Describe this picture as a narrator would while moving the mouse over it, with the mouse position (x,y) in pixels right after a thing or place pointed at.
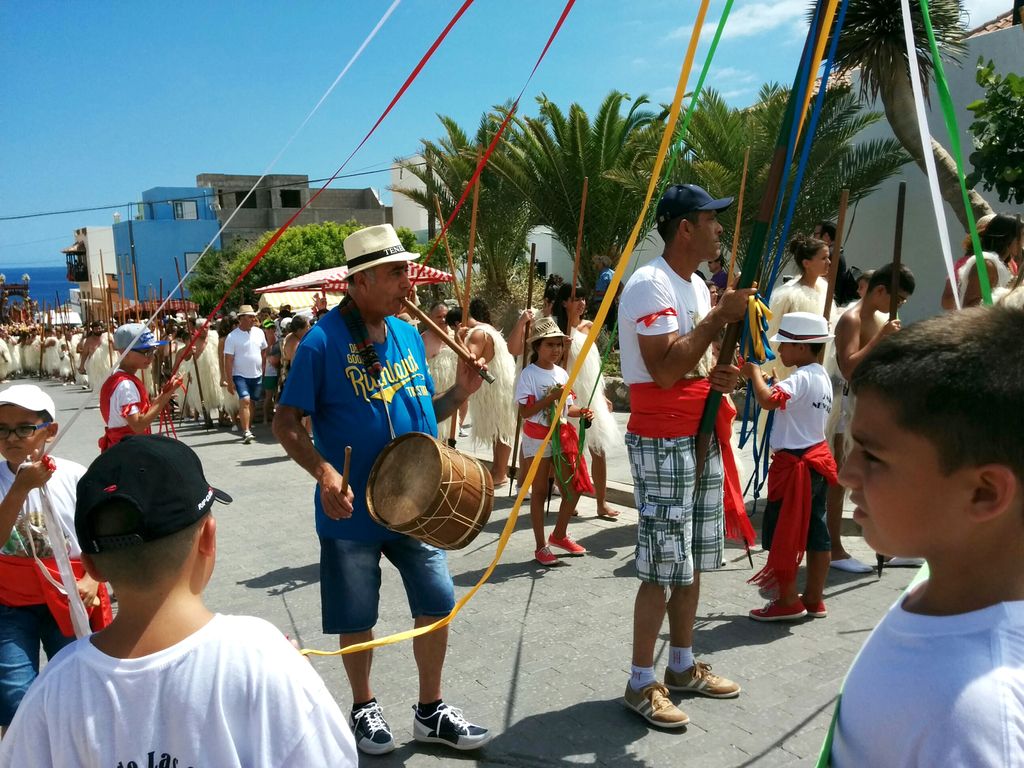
In this image I can see number of people (404,248) are standing and few of them (339,564) are holding musical instruments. I can also see most of them (667,379) are wearing same color of dresses (582,393) and few of them (365,274) are wearing caps (17,406). In the background (972,164) I can see buildings (406,227), trees (328,235) and sky (266,67).
